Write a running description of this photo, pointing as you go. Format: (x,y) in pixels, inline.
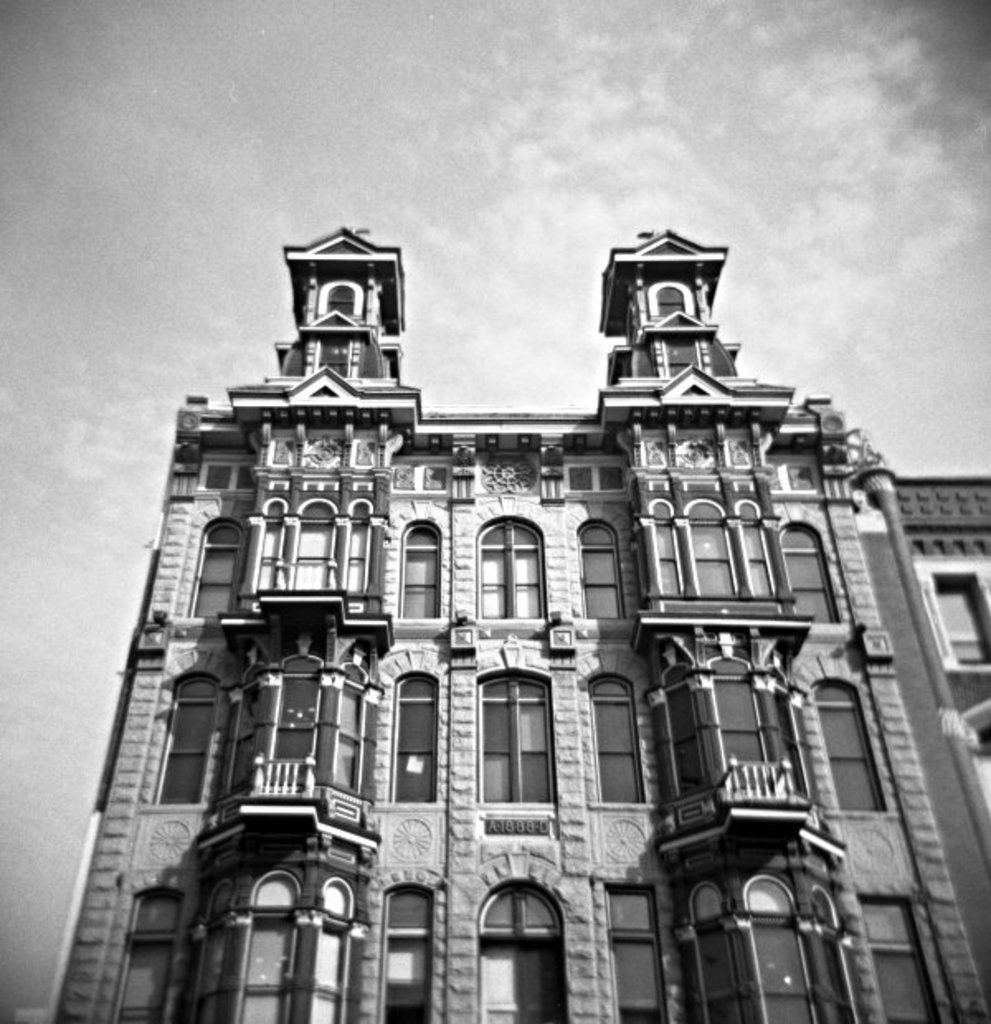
This is a black and white image. In this image we can see a building (449,900) with windows (545,702).
